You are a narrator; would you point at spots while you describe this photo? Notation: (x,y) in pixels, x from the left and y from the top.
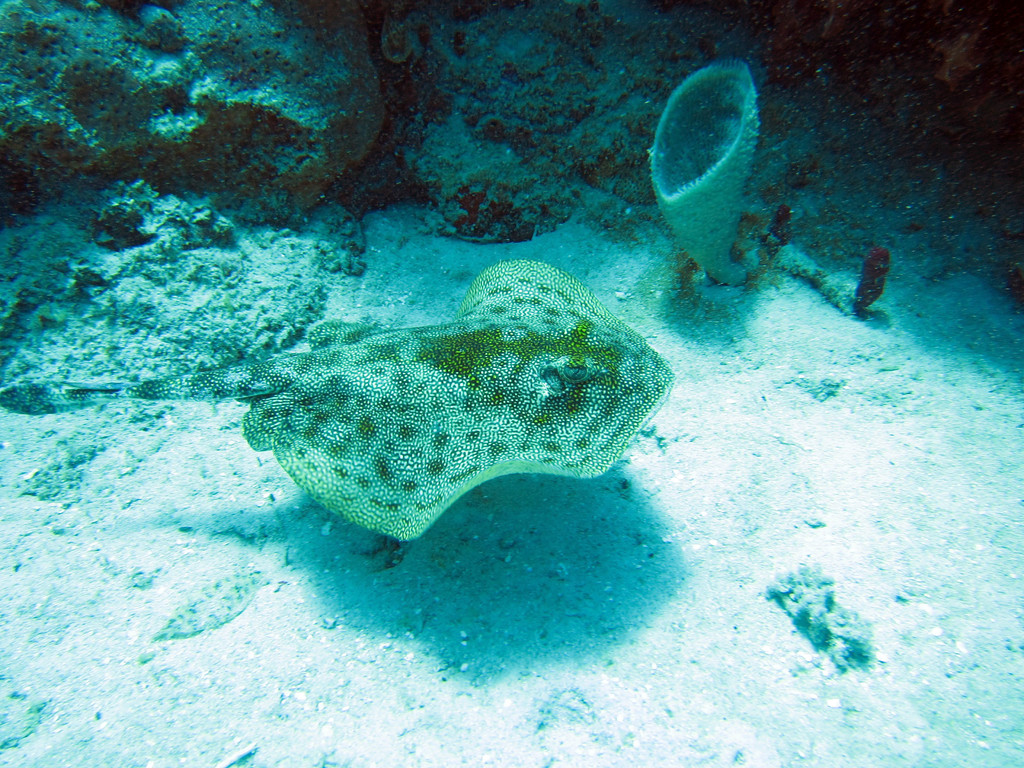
The picture is taken in the water (456,579). In the center of the picture (583,422) there is ray fish (436,375). At the bottom (410,606) there is sand (707,520). At the top (321,108), it is coral reef (635,148).
